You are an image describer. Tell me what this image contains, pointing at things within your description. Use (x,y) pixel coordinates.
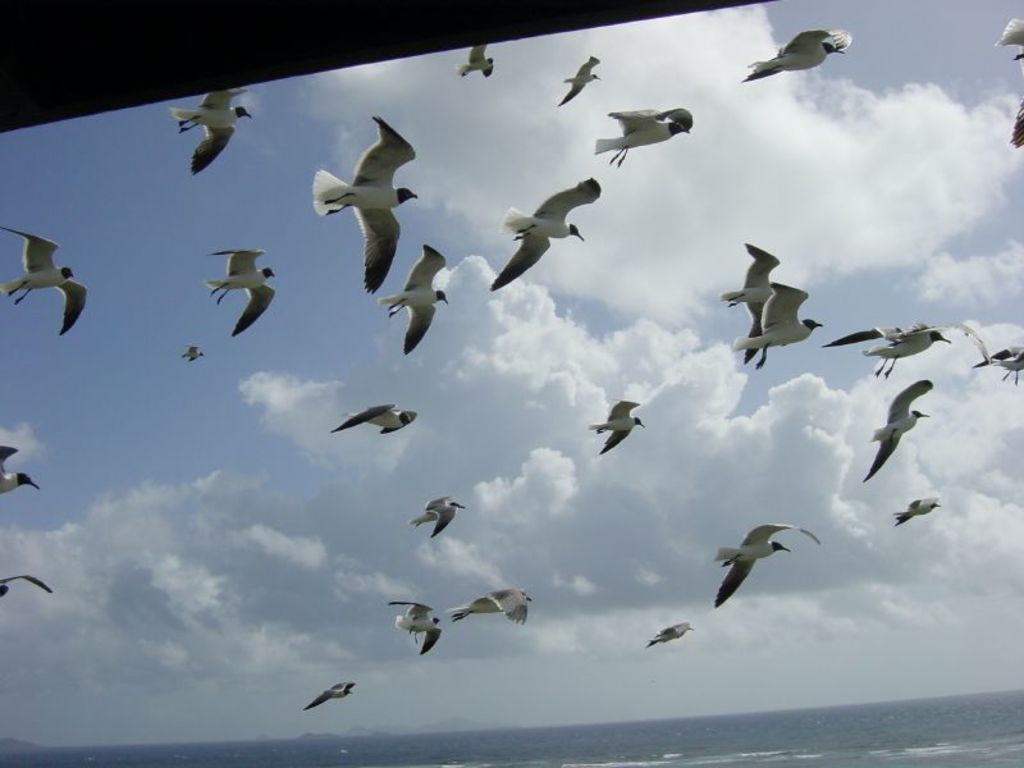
In this picture there are birds (1014,139) in the center of the image (512,278) in the sky (580,430).
